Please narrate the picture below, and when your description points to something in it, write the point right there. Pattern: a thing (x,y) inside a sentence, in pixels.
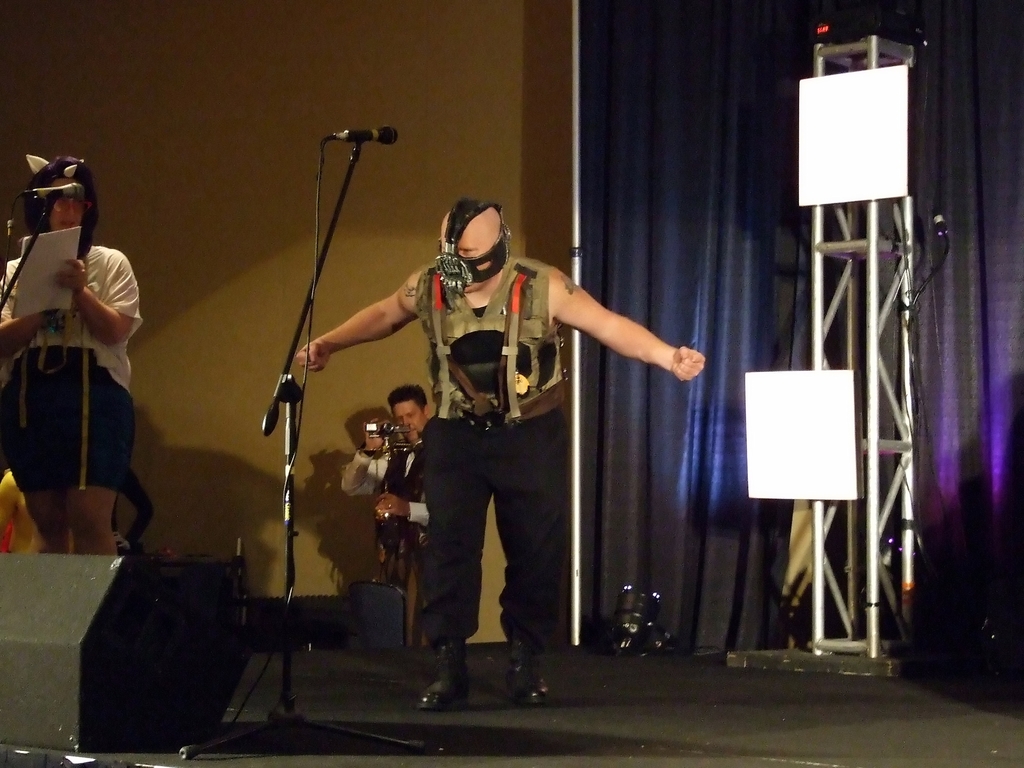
In the center of the image (447,483) we can see a man (486,373) standing and performing, before him there is a mic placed on the stand (269,423). On the left (65,404) we can see a lady (96,415) standing and holding a book (45,255) in her hand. In the background (355,477) we can see a man (405,506) holding a camera (385,438). At the bottom (72,636) there is a speaker (154,667). In the background (614,526) there is a curtain (689,267), board (879,195) and a wall (353,122).
